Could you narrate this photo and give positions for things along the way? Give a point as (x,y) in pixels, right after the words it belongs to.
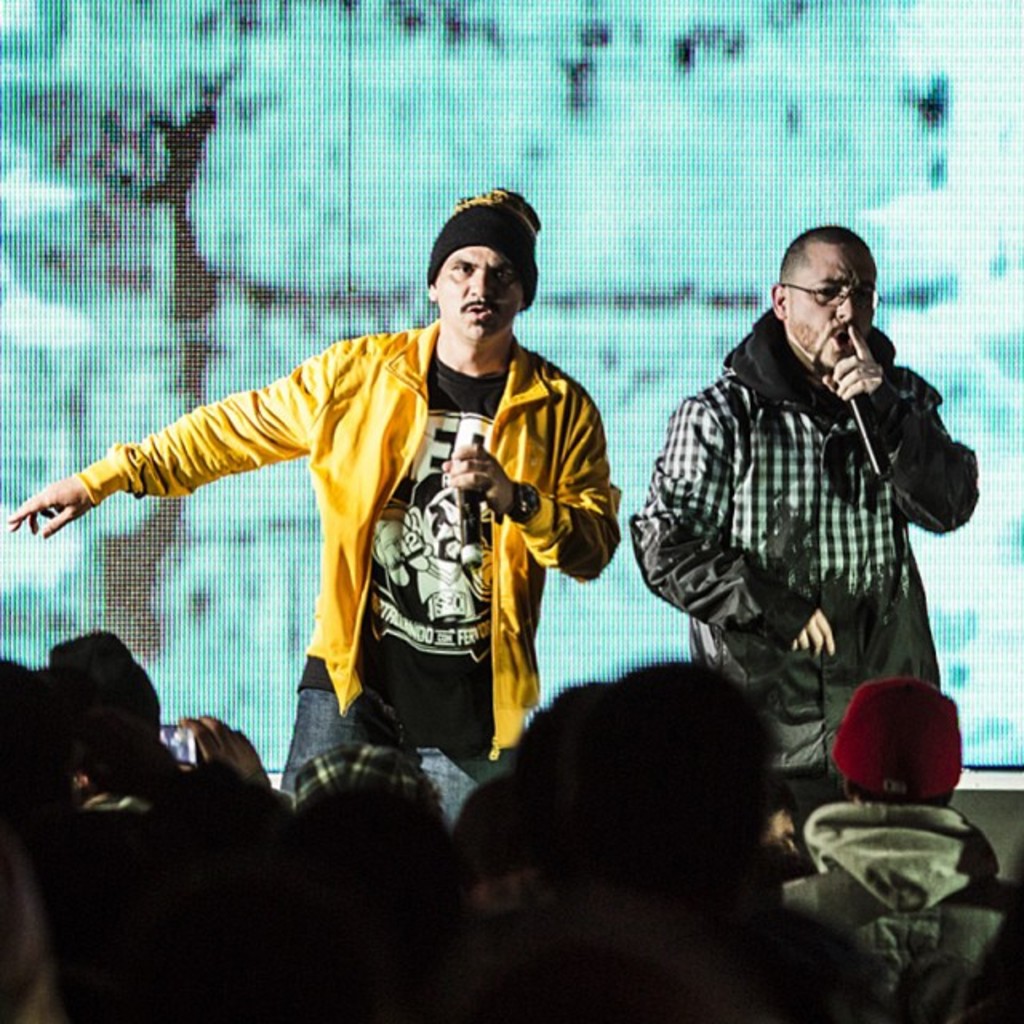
In this image I can see two people (592,532) holding the mic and the group of people (405,782) sitting in-front of them.
